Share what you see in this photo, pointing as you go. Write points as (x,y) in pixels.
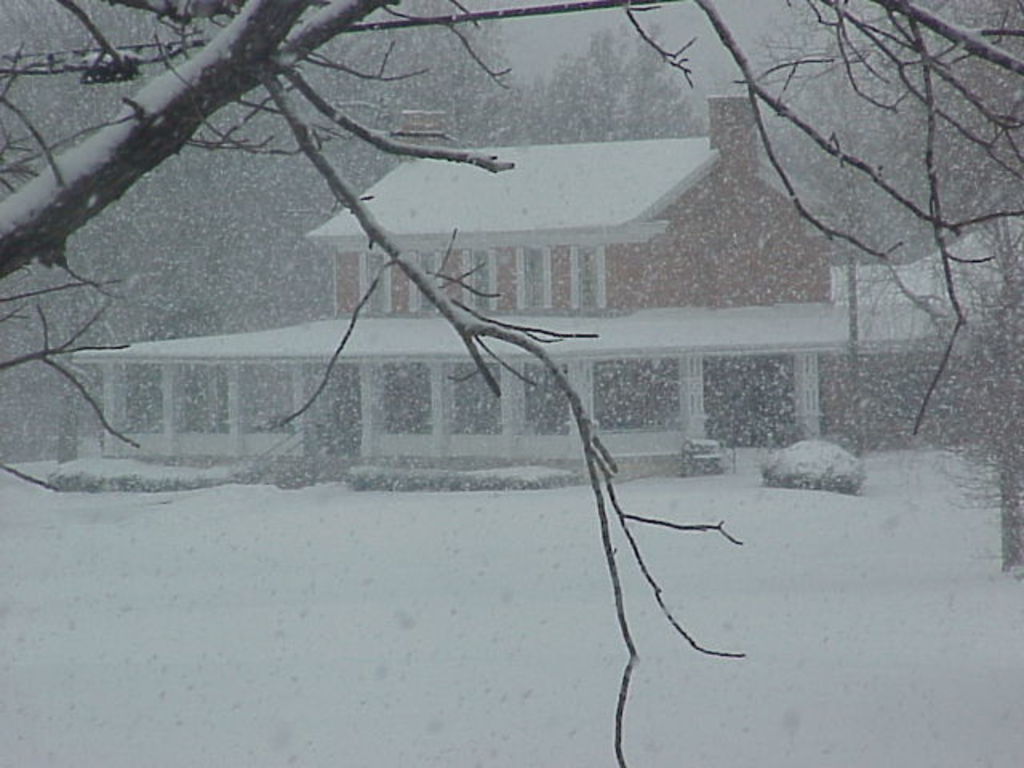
In this picture we can see a house (831,390) with windows (547,269), pillars (166,373), trees (597,70), bushes (818,451), snow (815,449) and some objects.
